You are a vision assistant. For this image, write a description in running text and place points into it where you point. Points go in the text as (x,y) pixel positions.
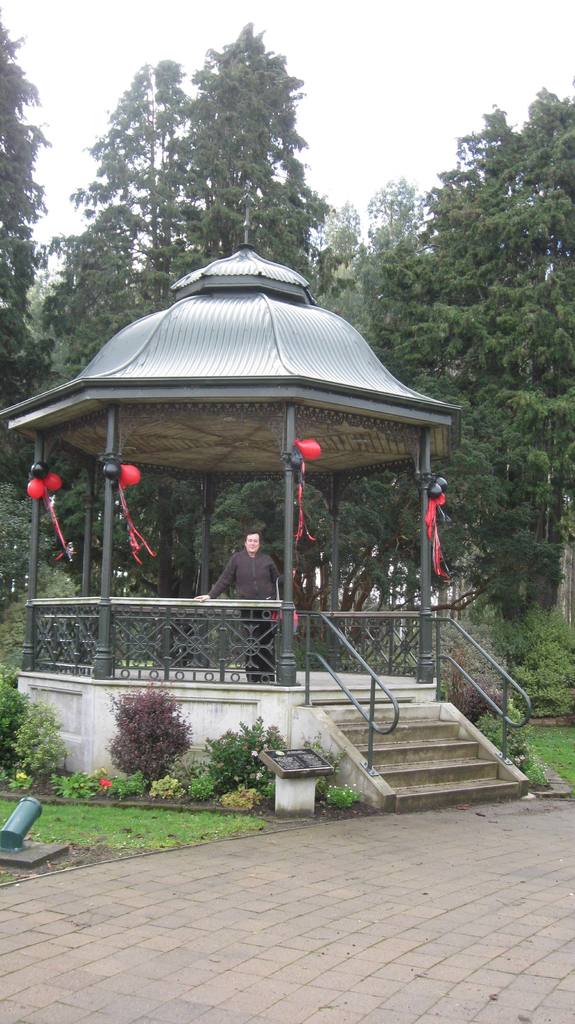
In this image there is a person (254,617) standing, leaning on a metal rod fence (224,635), in front of the person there are stairs (411,754) with metal rods (370,746), on top of the person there is a rooftop (138,460) and there are balloons (126,479) on the pillars (107,505), in front of the person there are flowers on plants (132,777) and there are some objects (7,828), behind the person (274,561) there are trees (362,530).
